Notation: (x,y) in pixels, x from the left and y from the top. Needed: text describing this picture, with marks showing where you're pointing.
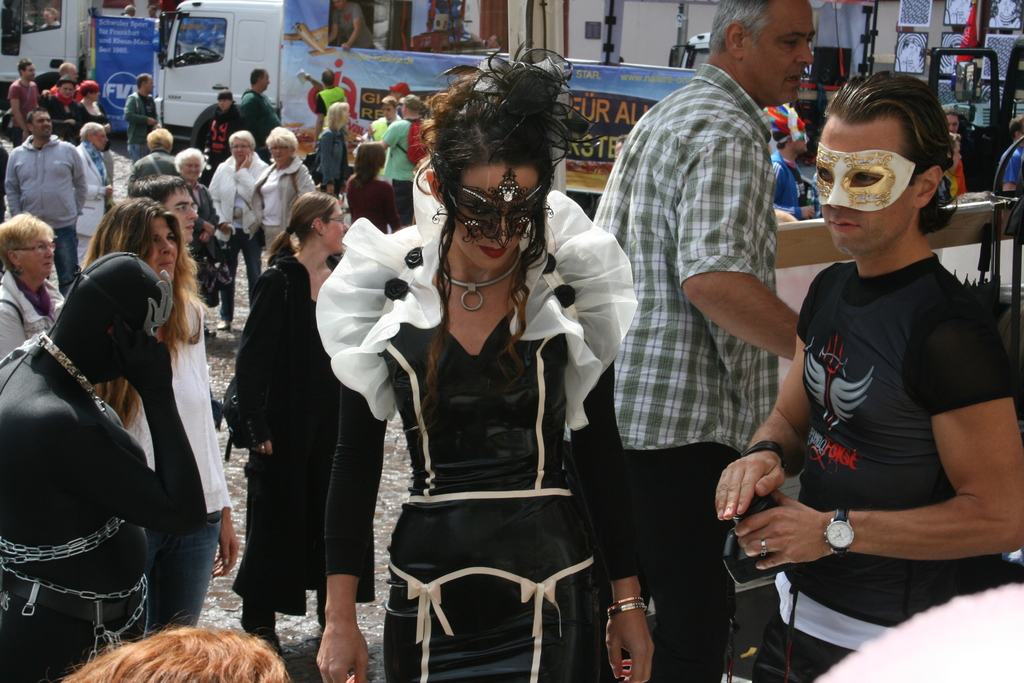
In this image I can see number of people (282,315) are standing and in the front (53,333) I can see few of them are wearing costumes (470,211). I can also see most of people (247,159) are wearing jackets (158,163). In the background (53,56) I can see few vehicles (48,54), few boards (464,55) and on these boards (595,135) I can see something is written.
